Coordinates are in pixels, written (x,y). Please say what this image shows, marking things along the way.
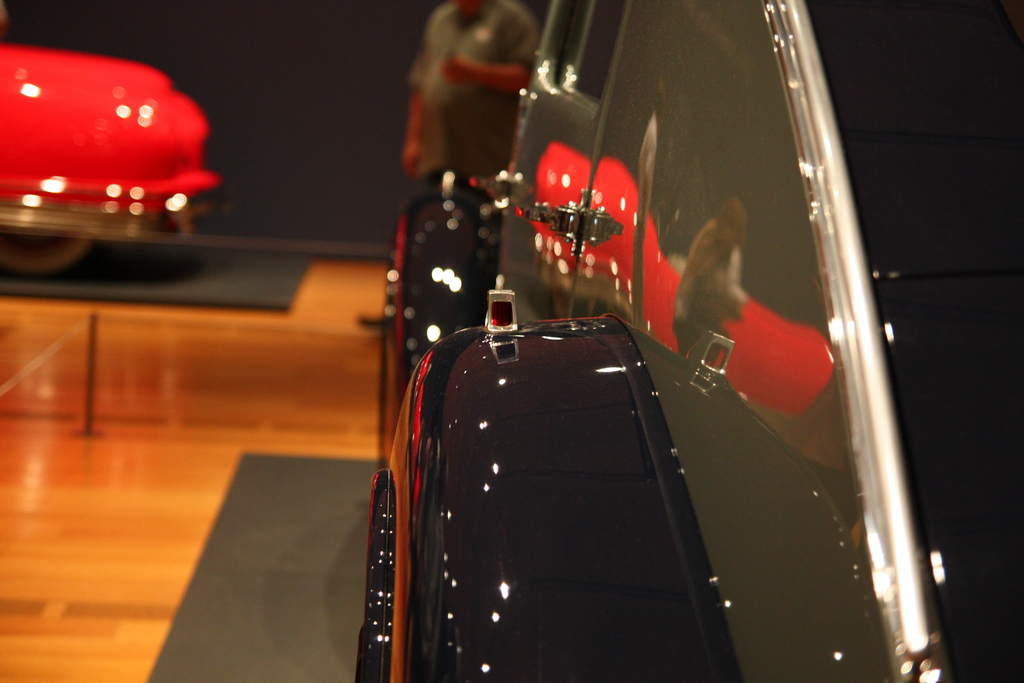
In this picture we can see vehicles (659,666). On the floor (150,458) we can see carpets (271,285) and on the left side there is a pole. In the background (513,14) we can see a man (466,53) is standing.
